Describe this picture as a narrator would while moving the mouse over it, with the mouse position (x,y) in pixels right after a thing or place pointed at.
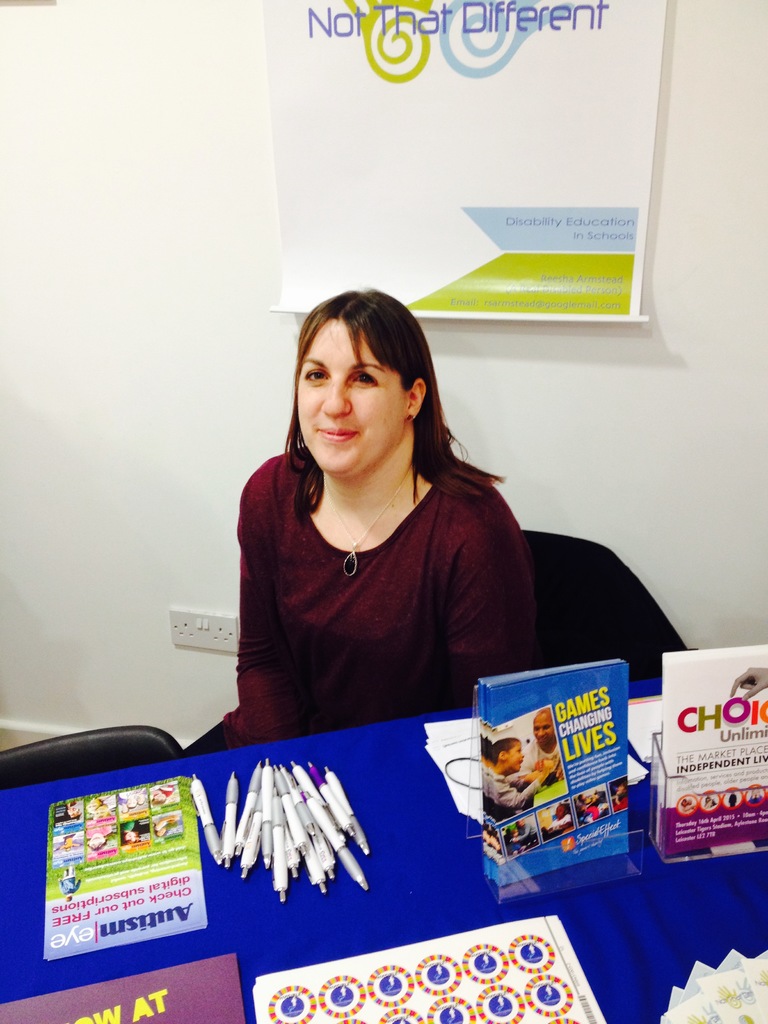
To the bottom of the image (374,790) there is a table (4,836) with blue cloth (45,856). On the table (15,846) there are pens (330,812), posters (499,799), papers (153,862) and few other items (503,740) on it. Behind the table (333,768) there is a lady (359,613) with maroon t-shirt (437,548) is sitting on the chair (543,579). Behind the lady (322,618) there is a wall (130,558) with poster (306,188) and switch board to it.
